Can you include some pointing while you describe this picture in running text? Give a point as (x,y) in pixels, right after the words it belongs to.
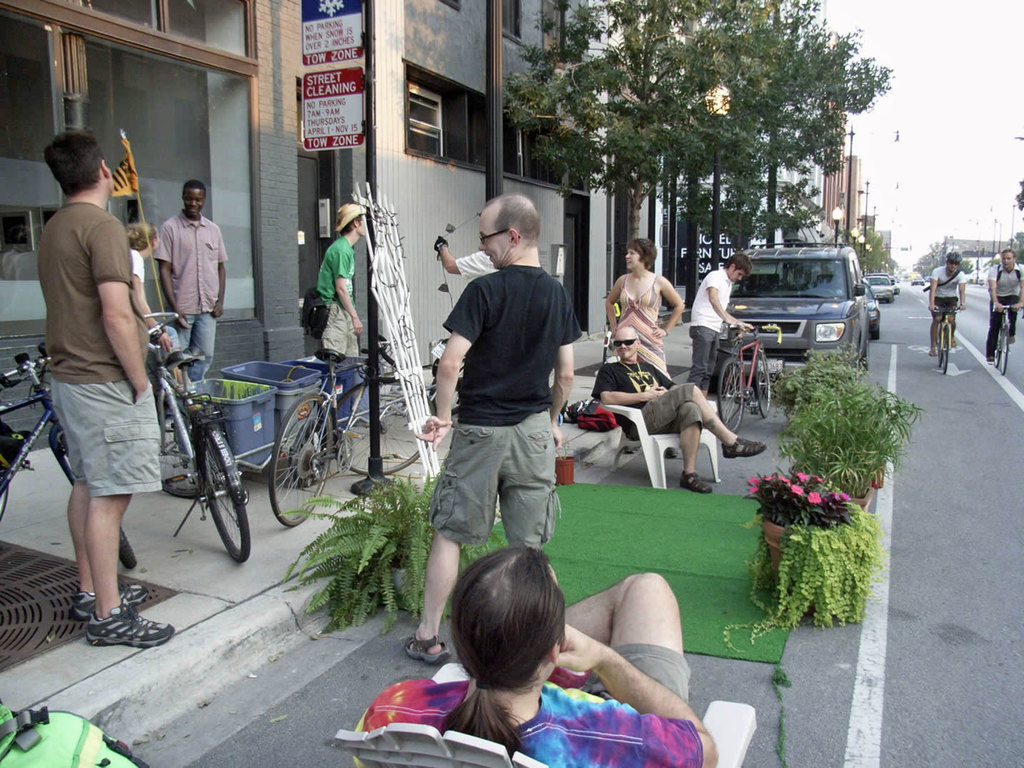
In this image, we can see few peoples (90,368) are standing, 2 peoples (689,398) are sat on the chairs (679,443). On the right side (950,296), 2 peoples (990,292) are riding bicycles (950,320), we can see few vehicles (869,299). On left side (196,408), we can see baskets (312,369), bicycles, bags (589,419), some plants (794,558), mat (716,519) and board (338,114), building (288,185), trees (699,196), poles (491,171). Right side, we can see lights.
